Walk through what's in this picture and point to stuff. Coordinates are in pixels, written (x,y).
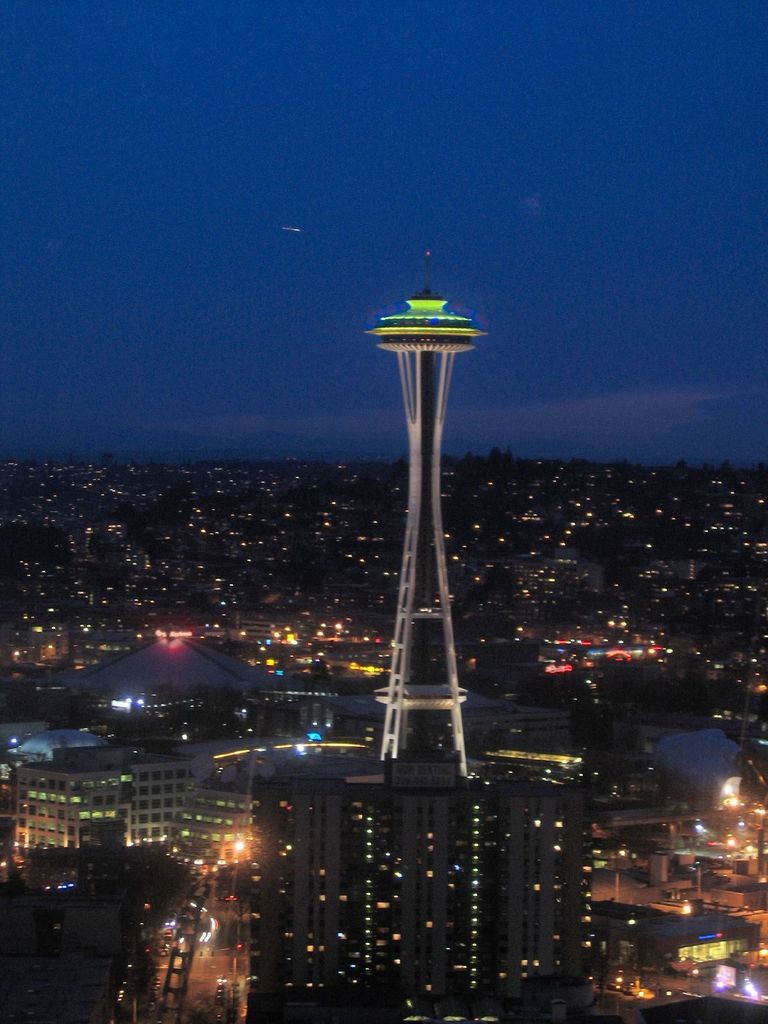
This is the picture of a city (432,665). In this image there are buildings (37,1011) and poles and there are vehicles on the road (199,937) and there is a tower (399,679). At the top (372,292) there is sky (400,112) and there are clouds (618,397).
